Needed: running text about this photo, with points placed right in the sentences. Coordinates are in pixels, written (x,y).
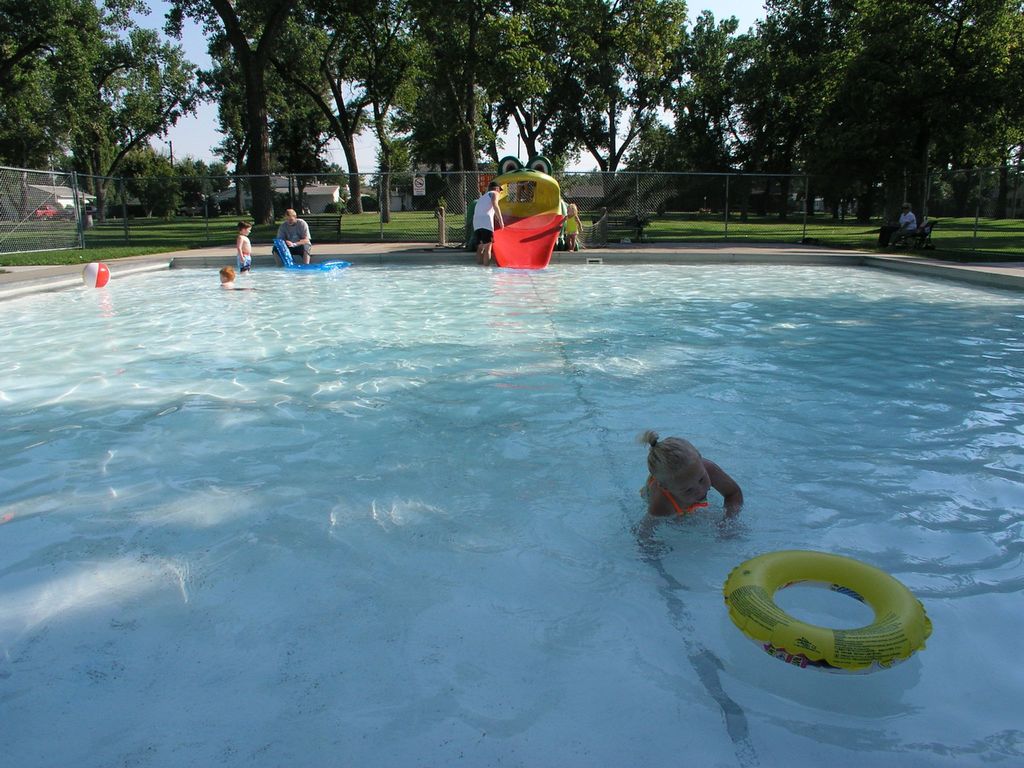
In this image I can see a yellow inner tube (779,574) and a person (701,463) in a pool (711,591). There is a ball (97,278) on the left (99,264). There are other people (306,224) at the back (242,254). Few people (910,213) are seated on a bench (917,232), on the right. There is a fence (795,208), grass (752,224), trees (1022,53) and buildings (34,201) at the back (321,165).
